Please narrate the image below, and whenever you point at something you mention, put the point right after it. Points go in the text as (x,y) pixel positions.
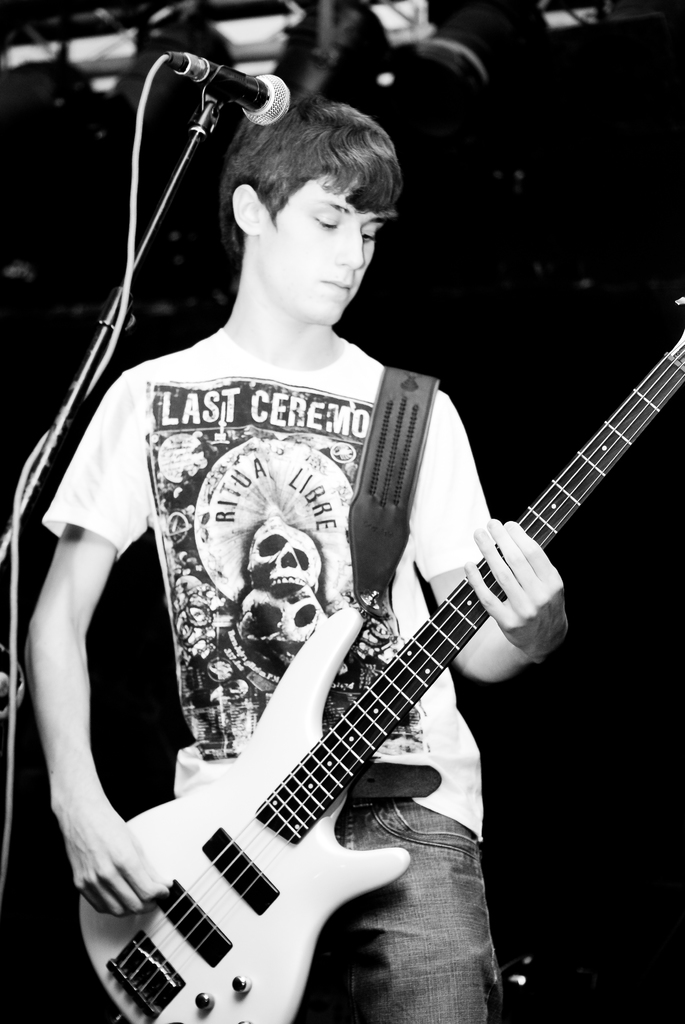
This picture describe a boy (295,447) wearing white t-shirt (243,579) and skull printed on it, holding a guitar (316,770) and playing. Beside a microphone stand (28,494) is placed, Behind we can see some spotlight (288,62).
